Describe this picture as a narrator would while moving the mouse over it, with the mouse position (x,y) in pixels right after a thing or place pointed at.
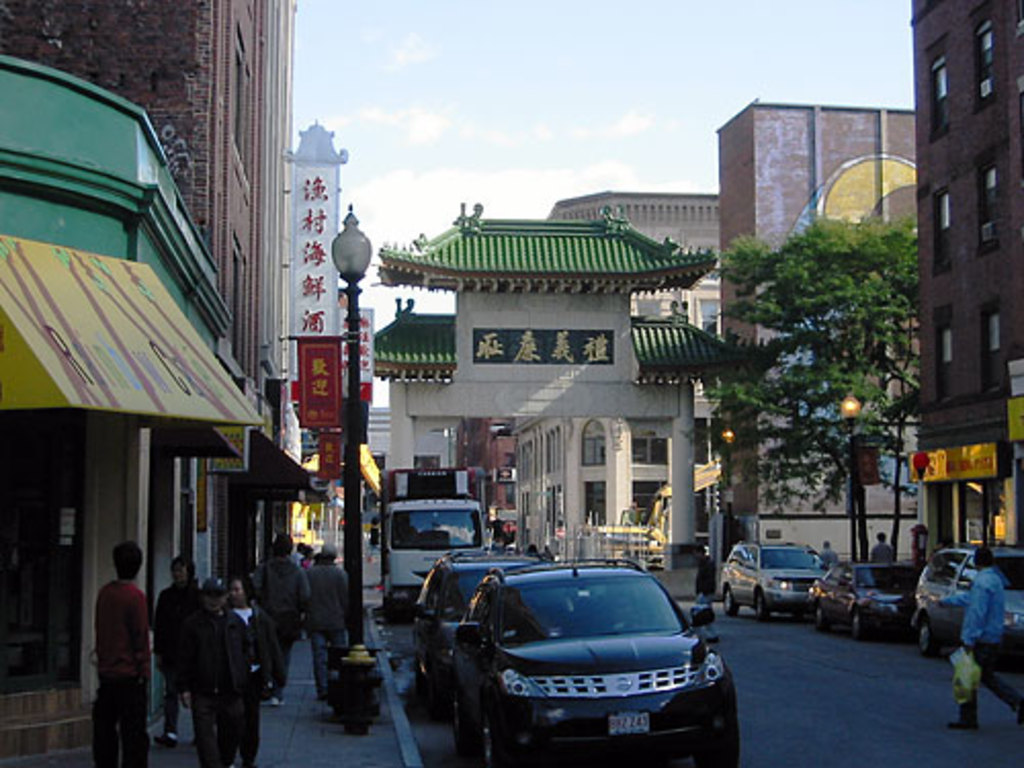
In this image I can see vehicles (555,583) on the road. There are people (294,610) on the walkway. There are poles (356,319) and trees (751,408). There are buildings (204,312) on the either sides of the road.
